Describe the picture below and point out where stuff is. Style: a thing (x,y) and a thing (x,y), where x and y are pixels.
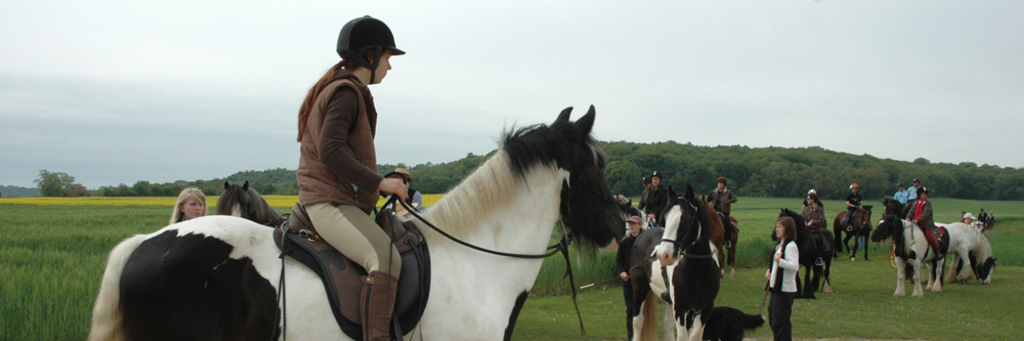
In the image there are many horses (549,183) and some people (324,185) are sitting on the horses (541,199) and few of them are standing beside the horses (552,206), it is an open land (44,223) covered with a lot of grass (741,289) and in the background (476,156) there are many trees (745,182).
